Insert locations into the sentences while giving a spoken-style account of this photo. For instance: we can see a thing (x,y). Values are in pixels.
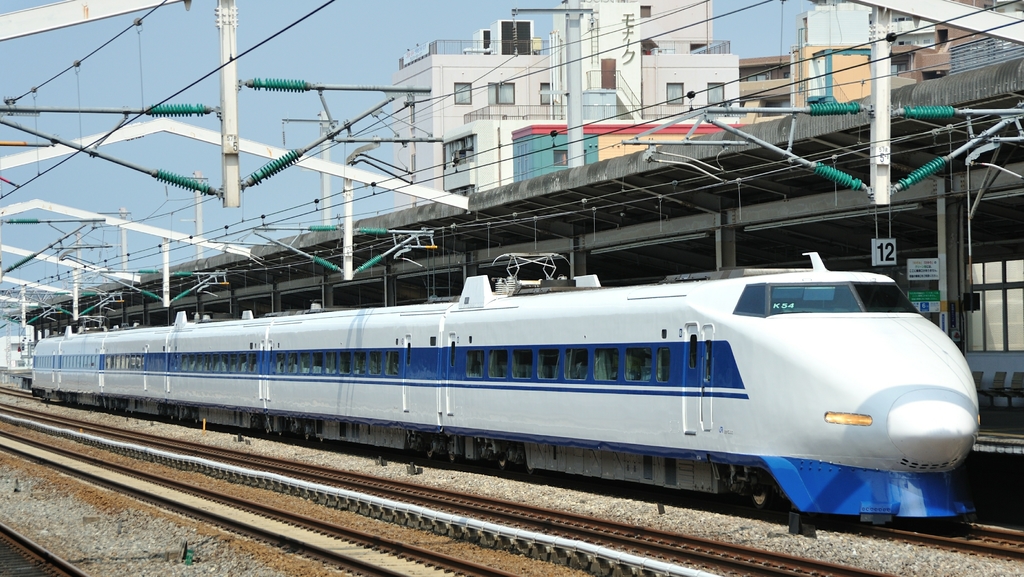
This is a railway station (112,303). In the middle of the image (473,349) there is a train (465,388) on the railway track (843,523). Behind the train (757,415) there is a platform (578,273). In the background (733,94) there are few buildings (461,118). at the top of the image (260,145) there are few metal rods (78,218) and also I can see the sky (351,36).
